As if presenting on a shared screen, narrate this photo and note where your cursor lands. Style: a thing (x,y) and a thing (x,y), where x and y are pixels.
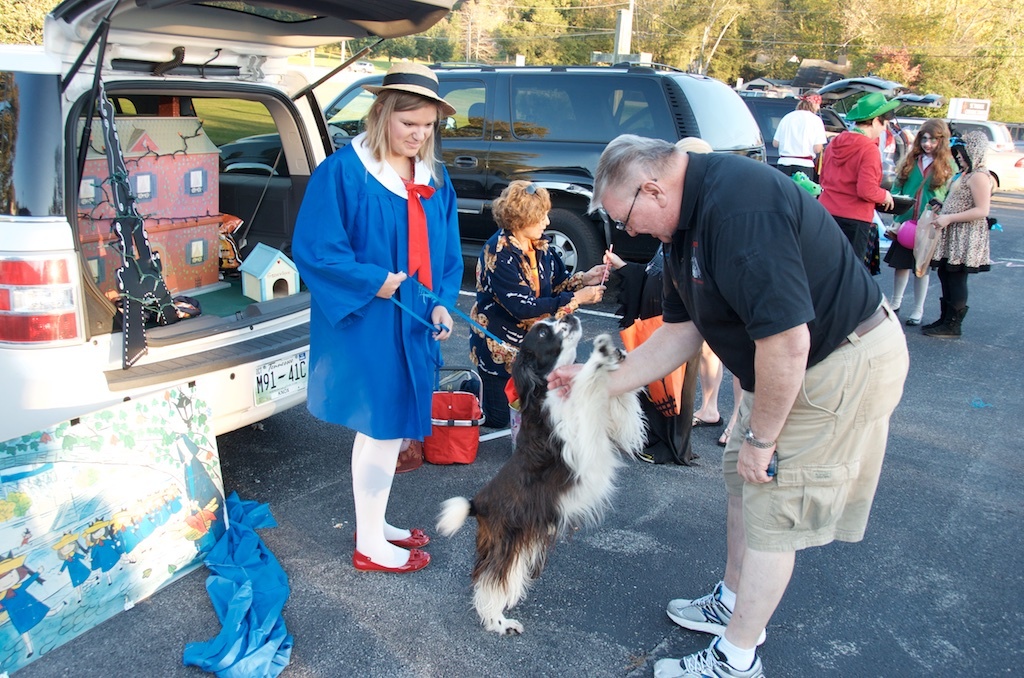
In the image we can see few persons (856,232) were standing. The man (795,276) he is holding dog (534,386). In the center (550,296) we can see one woman (536,305) she is sitting and holding pen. On the left (254,348) there is a vehicle (99,310), banner (153,415) and cloth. In the background (577,17) there is a road (1009,316), vehicles (604,112), trees (858,14), pole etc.
